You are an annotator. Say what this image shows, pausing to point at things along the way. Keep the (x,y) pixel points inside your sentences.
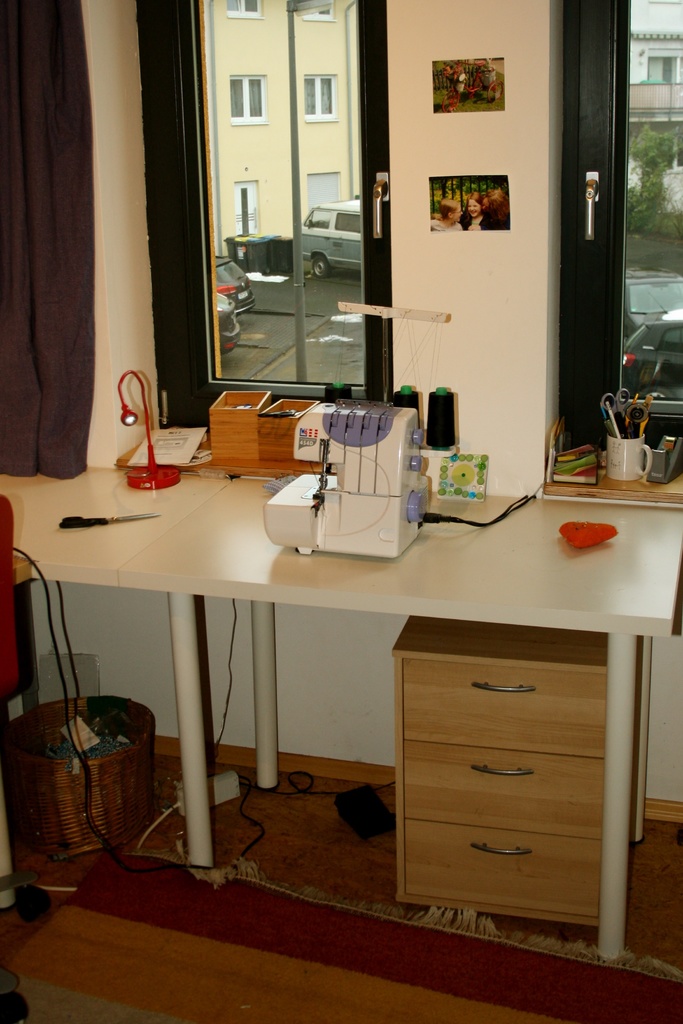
in the picture we can see a table (281,552) on the table (287,552) there are different items (374,471), beside the table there was a wall (475,299), on the wall (486,289) there was a photograph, near the wall (437,254) there was window (368,225), from the window (195,105) we can see a building (264,67), a pole (294,60) and a cars (334,205) outside view of the window (364,240).
